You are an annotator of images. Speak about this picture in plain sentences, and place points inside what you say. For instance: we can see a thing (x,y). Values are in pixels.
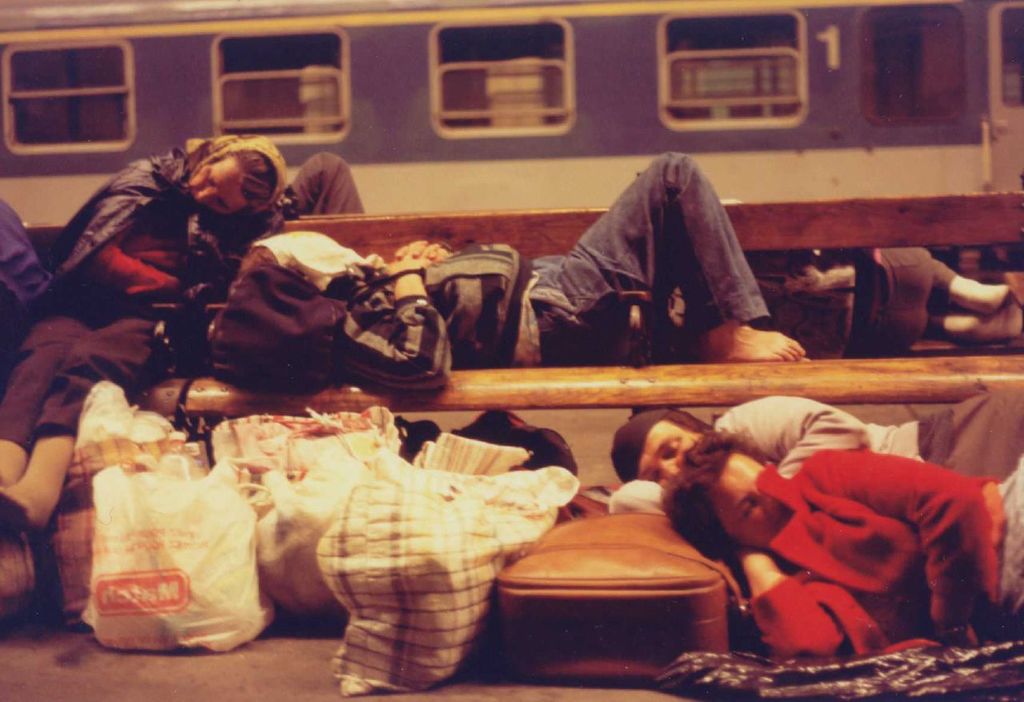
These people (207,236) are sleeping. Here we can see bench (931,359) and bags (539,477). Background (705,145) there is a train (574,76) and windows (935,82).
